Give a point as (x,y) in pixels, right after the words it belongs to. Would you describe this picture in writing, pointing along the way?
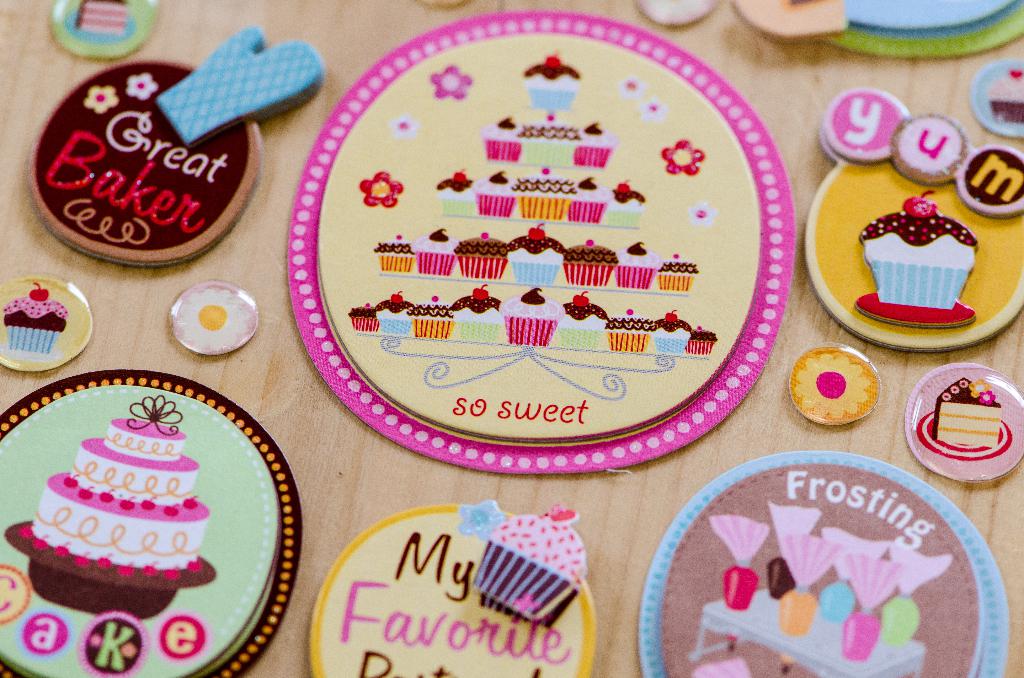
In this image we can see few handcrafts (587,339). There is a wooden surface (812,308) in the image.
